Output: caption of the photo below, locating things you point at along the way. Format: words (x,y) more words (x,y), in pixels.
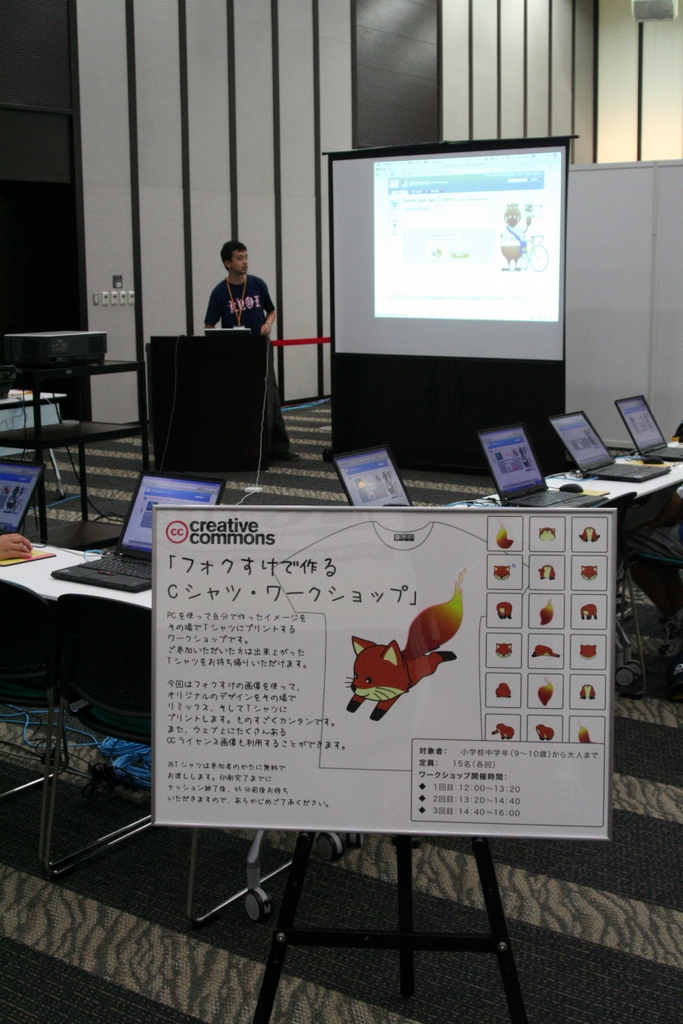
In this image I can see a board (301,693). To the back of the board (580,715) there are many laptops (342,476) on the table (609,486). In the background (274,309) there is a person (223,285) standing in front of the screen (467,268).
